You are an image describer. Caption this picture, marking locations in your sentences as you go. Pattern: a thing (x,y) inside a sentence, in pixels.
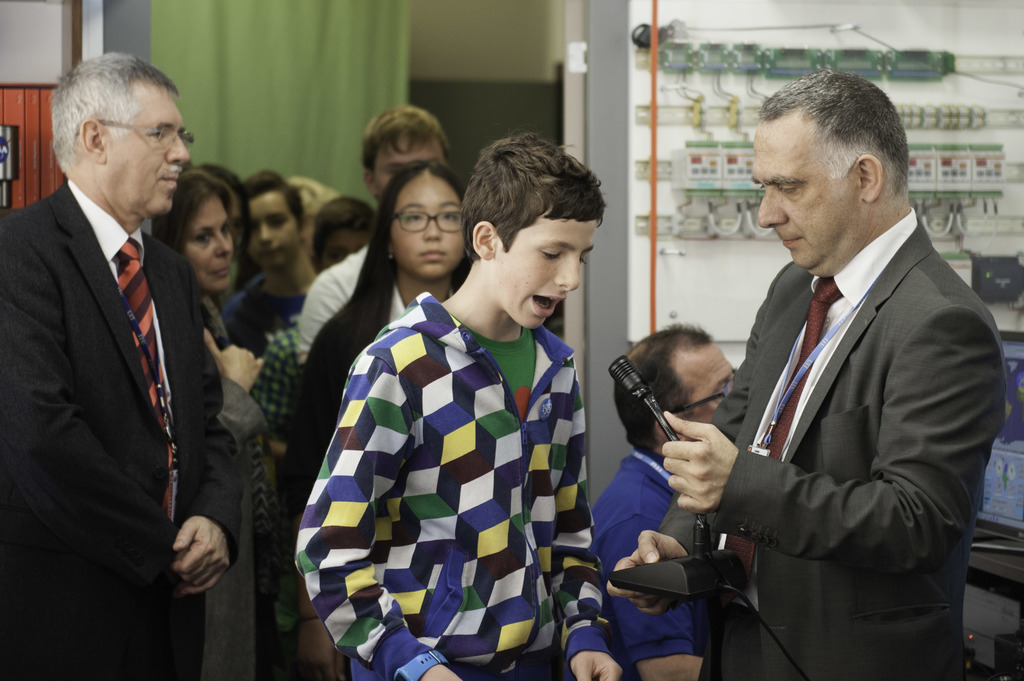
Here we can see few persons (458,299) are standing and on the right (688,473) a man (707,509) is holding a micro phone (655,578) in his hand (646,608). In the background (553,63) we can see curtain (251,38), wall (660,99), electronic devices (716,225) on the wall (683,285) and a computer (988,535) on the table (991,547).
